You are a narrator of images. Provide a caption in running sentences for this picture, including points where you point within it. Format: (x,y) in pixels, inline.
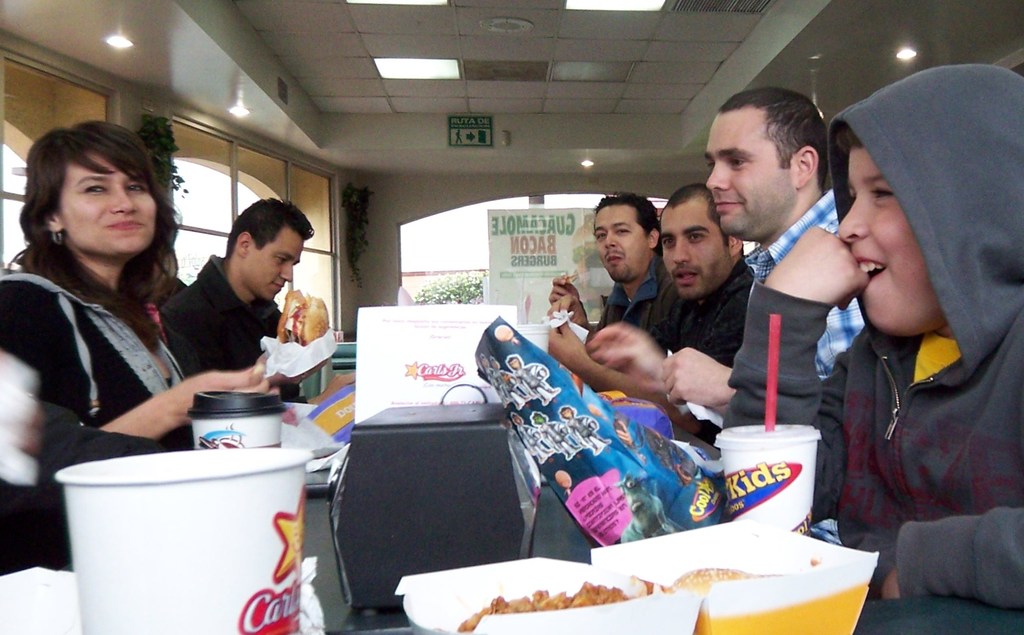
In this image there are a few people (569,300) sitting in chairs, in front of them on the table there are food items (314,333), behind them there are glass windows (216,159), outside the windows (473,267) there are plants (469,295) and there are posters (593,251) on the windows (484,259), at the top of the image (460,125) there are sign boards (486,142) and lamps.
